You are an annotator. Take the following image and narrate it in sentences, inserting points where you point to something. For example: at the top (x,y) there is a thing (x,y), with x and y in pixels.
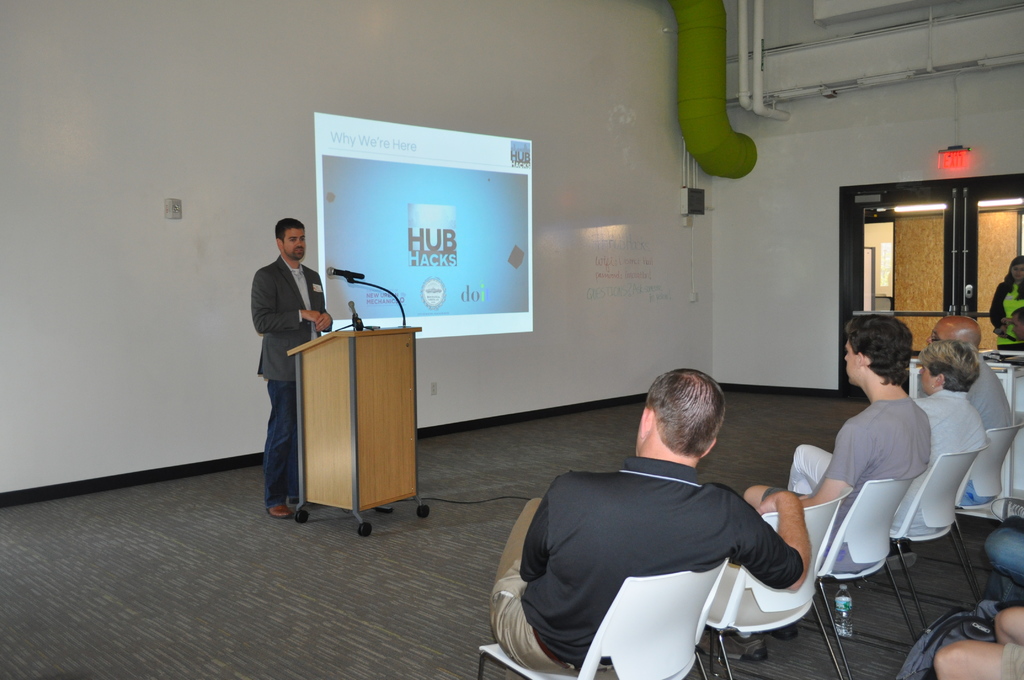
On the right side (964,367), there are persons (954,378) in different color dresses (759,565), sitting on chairs (688,647) which are arranged on a floor (880,616), on which there is a bottle (846,605). On the left side (300,278), there is a person (299,256) in a suit (292,305), standing in front of a mic (348,274), which is attached to a stand (395,370). In the background (440,258), there is a screen (525,211) on a white color wall (458,48), there are glass doors (898,244) and there are pipes (690,97) attached to a wall (851,90).
